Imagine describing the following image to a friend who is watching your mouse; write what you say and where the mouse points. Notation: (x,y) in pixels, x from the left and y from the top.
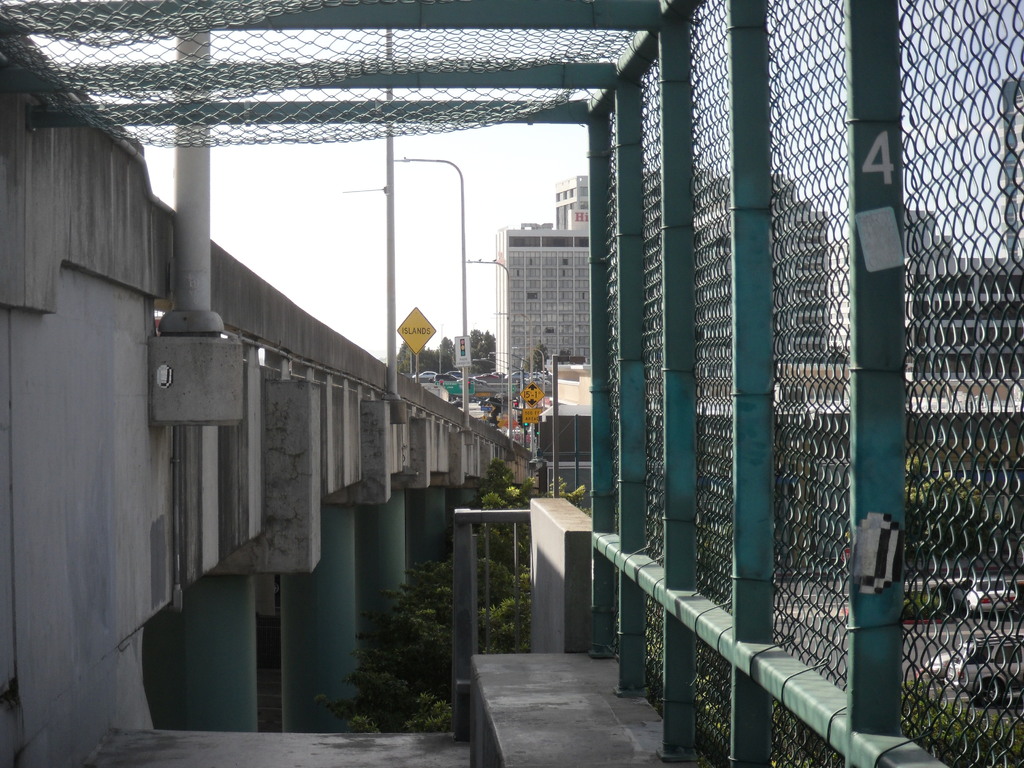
In this image on the right (822,301) there is a mesh (608,241). In the middle (556,305) there are buildings (566,255), street lights (466,316), sign boards (468,353), vehicles (498,377), bridge (397,438), pillars (362,524), trees (500,570), cars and sky (313,211).
